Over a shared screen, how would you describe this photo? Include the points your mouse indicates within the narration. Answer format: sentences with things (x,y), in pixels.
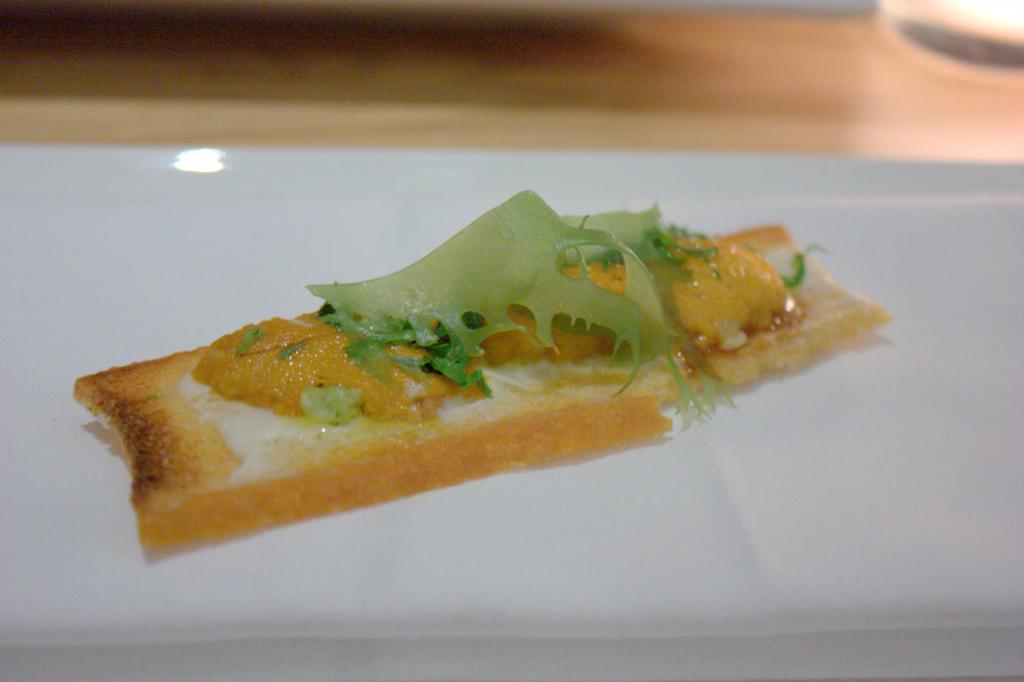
In this image I can see a white colour thing (989,585) and on it I can see food (352,458). I can see colour of this food (419,318) is green, brown and white.
